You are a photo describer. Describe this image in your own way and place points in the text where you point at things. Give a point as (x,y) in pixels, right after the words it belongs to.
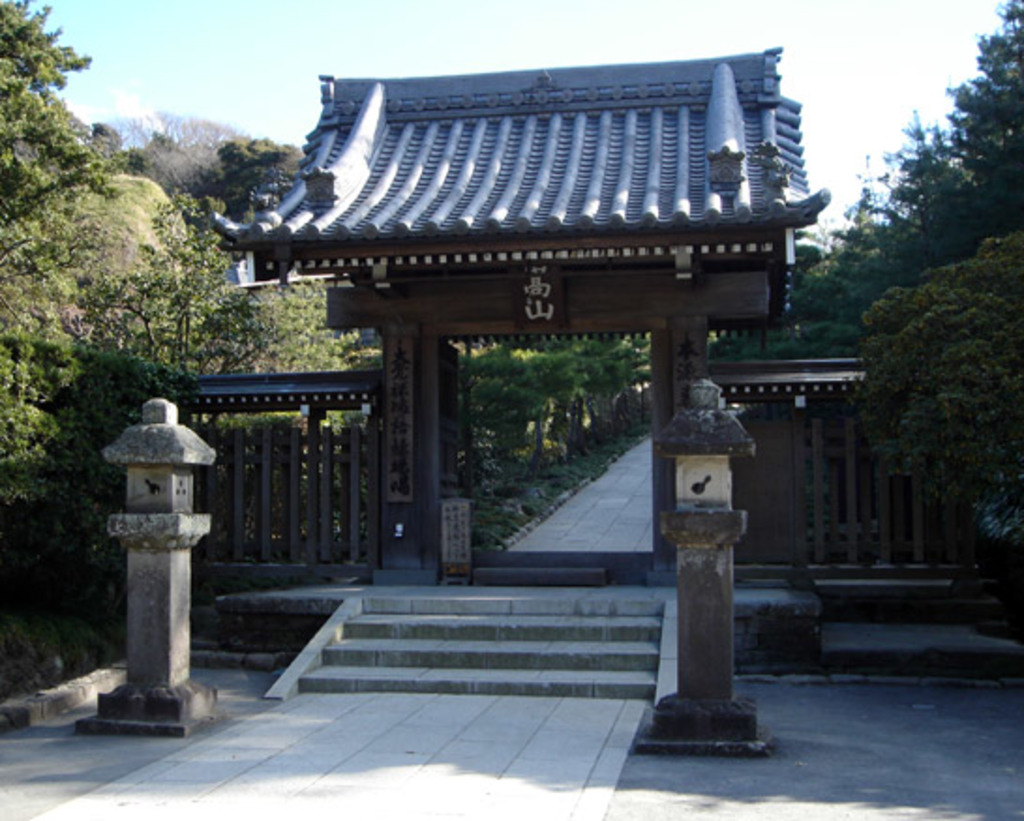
In this image I can see the ground (346,750), two poles (684,444), few stairs (526,593), few trees (27,343), the arch (345,312) and the path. In the background (792,46) I can see the sky (301,38).
